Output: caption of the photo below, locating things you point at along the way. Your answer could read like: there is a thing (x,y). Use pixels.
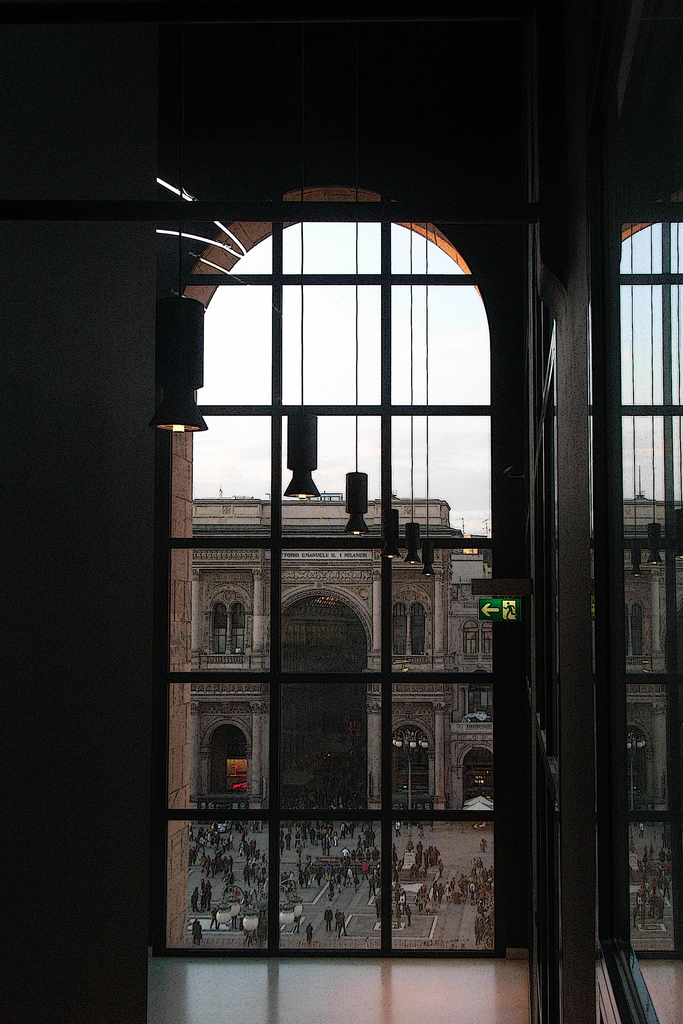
In this image we can see buildings (222,631), sign board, railings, pillars (444,604), persons (378,874) on the road (305,906), street pole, street lights (283,909) and sky (475,356) with clouds (247,375).
